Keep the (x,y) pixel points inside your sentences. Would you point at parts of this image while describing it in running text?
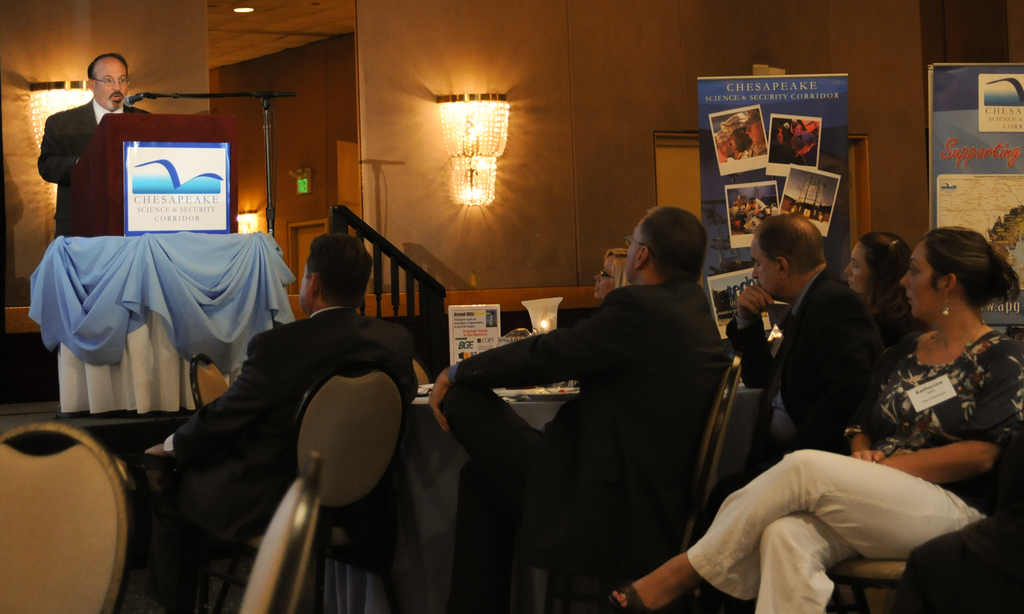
To the right corner of the image (942,385) there is a lady (924,395) with black top (942,422) and white pant (779,509) is sitting. Behind her there are posters (1015,261). Beside her there are few men (483,419) sitting on the chair (710,457). In front of them there is a table (532,406) with cards (470,349) and lamp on it. In front of them there is a stage (163,413) with podium (160,134) on it. And to the podium (78,222) there is a white and blue color cloth (139,269) and also there is a mic (144,94). Behind the podium (116,121) there is a man (87,113) standing. In the background (280,146) there is a wall (323,121) with lights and also there is a room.
